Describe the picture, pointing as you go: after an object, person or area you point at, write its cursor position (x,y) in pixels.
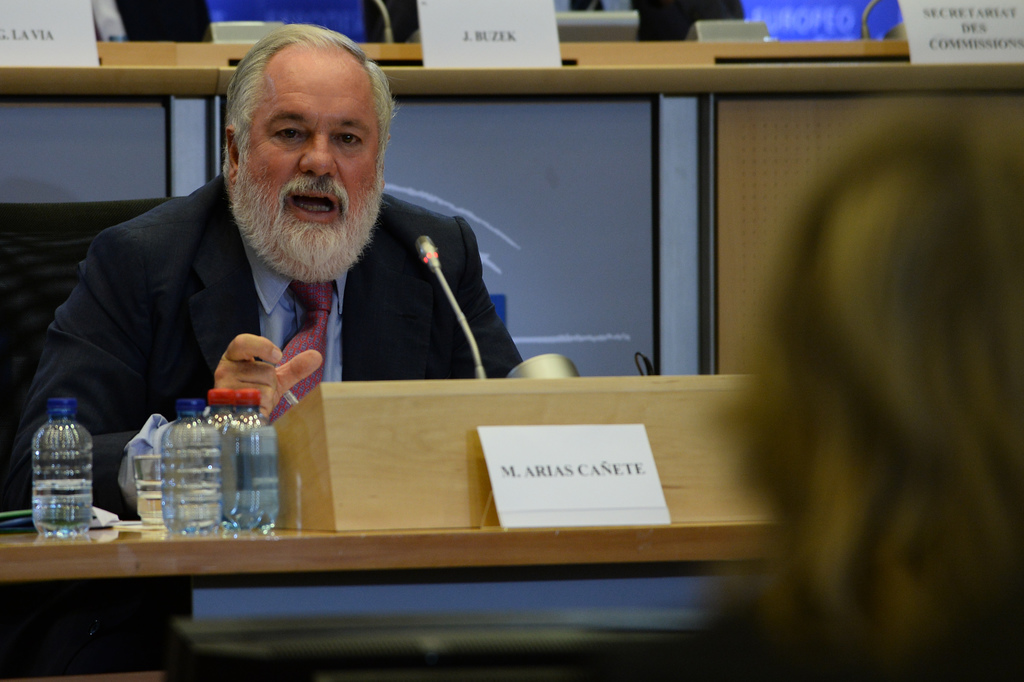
In this image I see a man (359,211) who is wearing a suit (389,327) and I see the table (447,512) on which there is a mic (430,255), a name board (536,476) and few bottles (217,481) over here and I see a glass (155,503). In the background (44,47) I see few more name boards (429,38) and I see that it is blurred over here.
